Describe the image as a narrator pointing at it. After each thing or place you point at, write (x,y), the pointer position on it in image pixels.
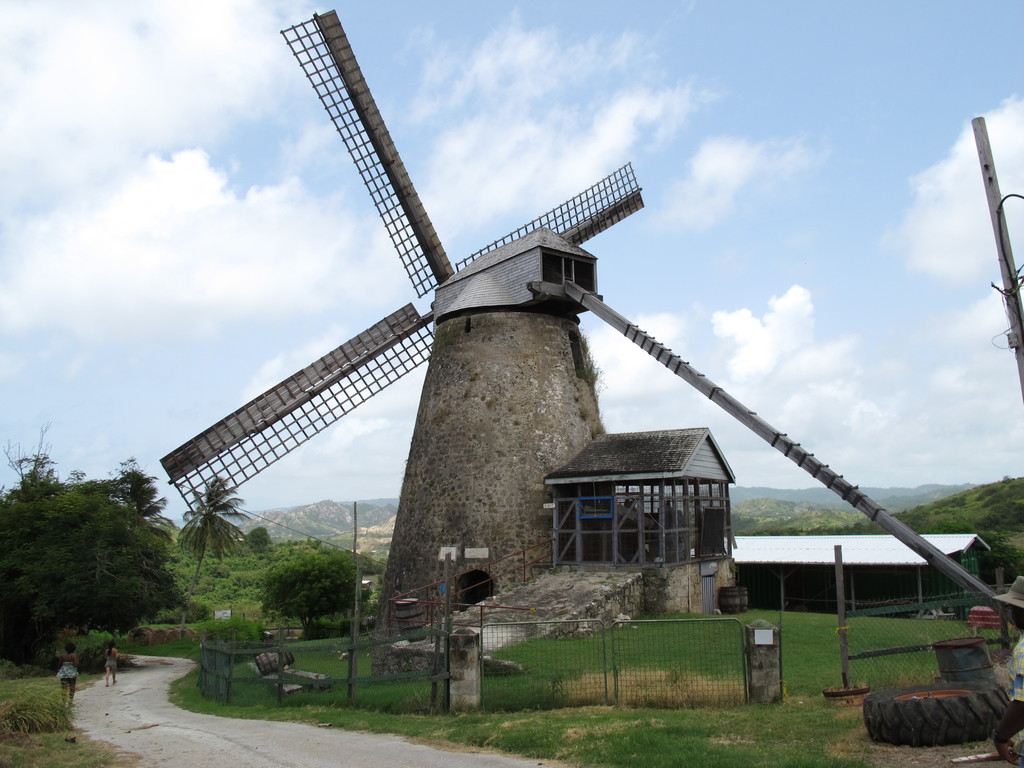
In this image we can see two persons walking on the path (154,678) and there are some trees (102,526) and grass (644,673) on the ground (908,678) and we can see a fence (575,701). There is a windmill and to the side, there is a shed (809,555) and there are some other objects (877,708) on the ground (804,752). We can see the mountains (815,502) in the background (829,492) and we can see the sky (973,213) with clouds (973,213).
